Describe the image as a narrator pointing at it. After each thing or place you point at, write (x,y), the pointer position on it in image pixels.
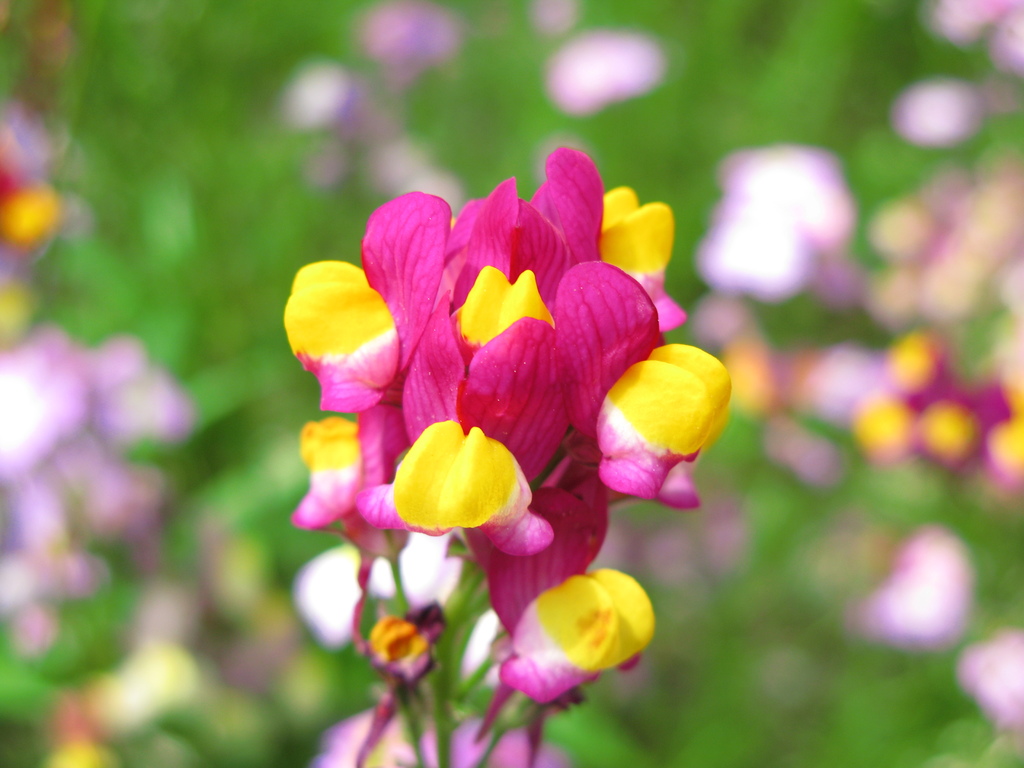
In this image we can see pink and yellow color flowers (505,461) and blurry background (29,597).
